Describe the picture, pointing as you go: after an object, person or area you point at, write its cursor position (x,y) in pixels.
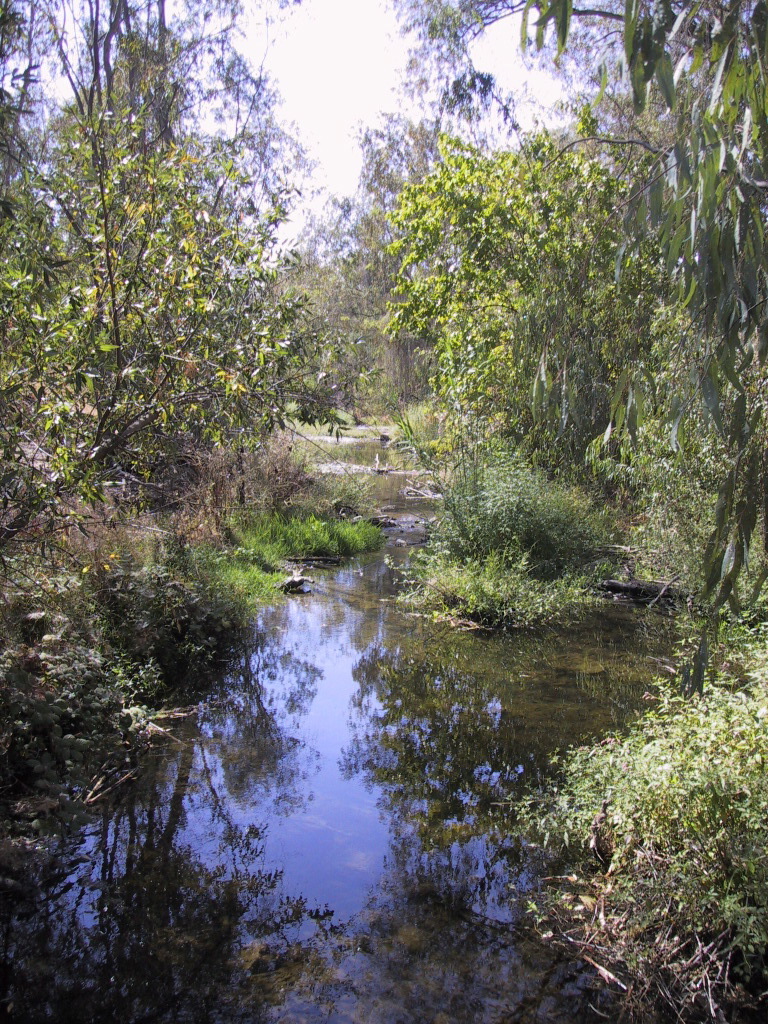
In the given image i can see a trees (82,346), water (400,658), plants (598,558) and in the background (397,60) i can see the sky (372,68).
